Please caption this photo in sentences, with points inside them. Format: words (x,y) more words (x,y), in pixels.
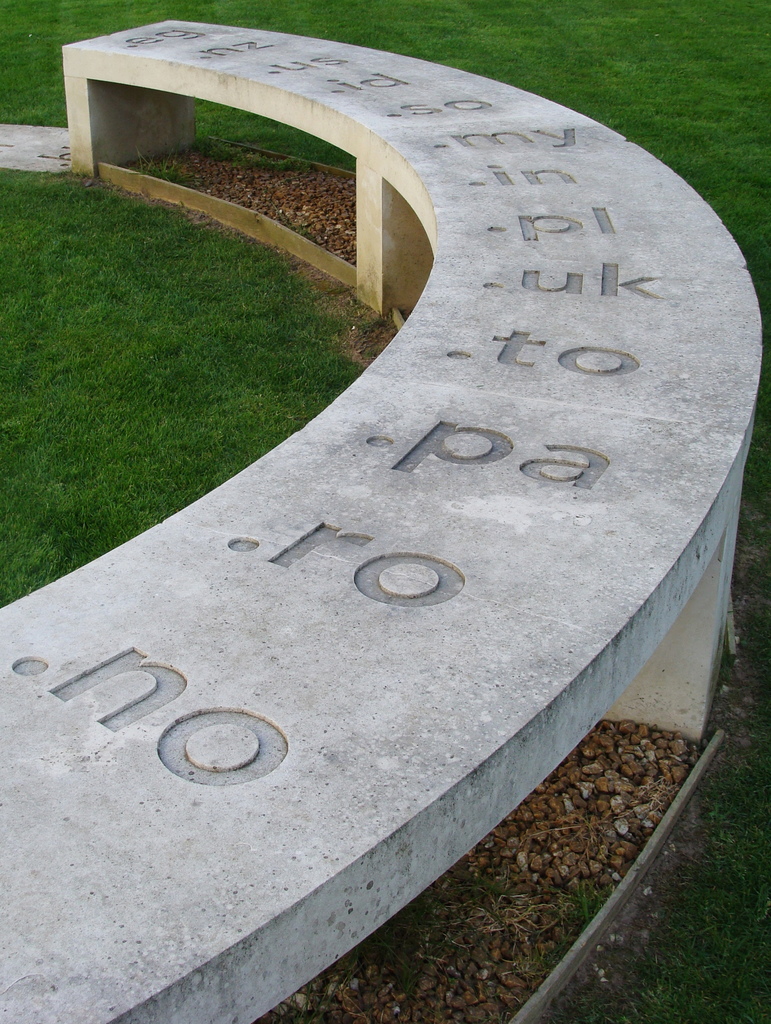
In this image we can see texts (556,335) written on a concrete platform (184,25) and there are stones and grass (242,460) on the ground (210,439).
